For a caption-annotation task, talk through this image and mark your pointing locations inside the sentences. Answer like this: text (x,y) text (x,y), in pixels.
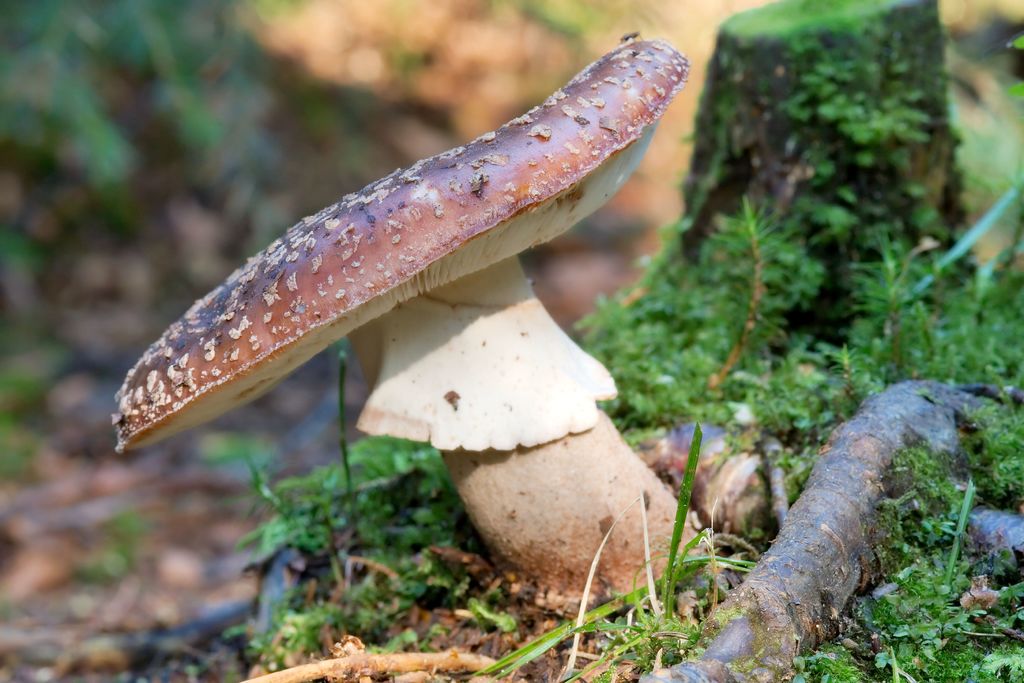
In this image I can see the mushroom (570,456), the mushroom (570,456) is in brown and cream color. Background (776,369) I can see few plants (710,357) in green color.
